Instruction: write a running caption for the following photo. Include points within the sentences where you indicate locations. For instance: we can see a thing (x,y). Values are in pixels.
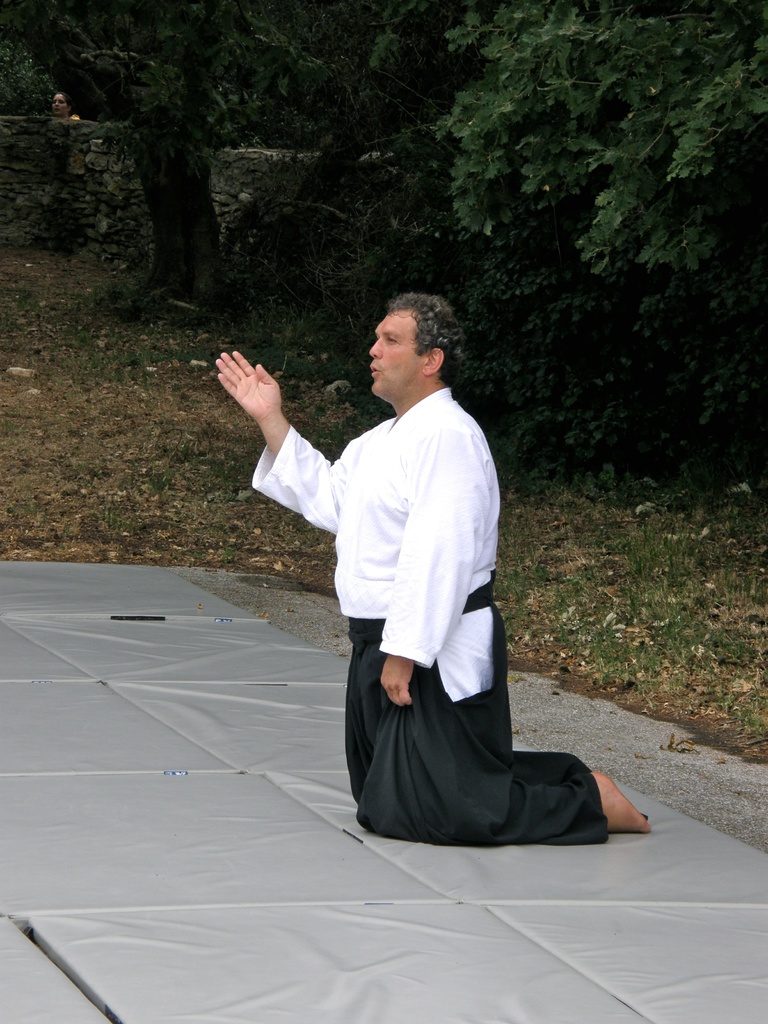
In this picture there is a man (470,840) in the center of the image (363,675) and there is greenery (142,146) in the background area of the image (162,138), there is another person (61,96) behind the wall (69,154).
